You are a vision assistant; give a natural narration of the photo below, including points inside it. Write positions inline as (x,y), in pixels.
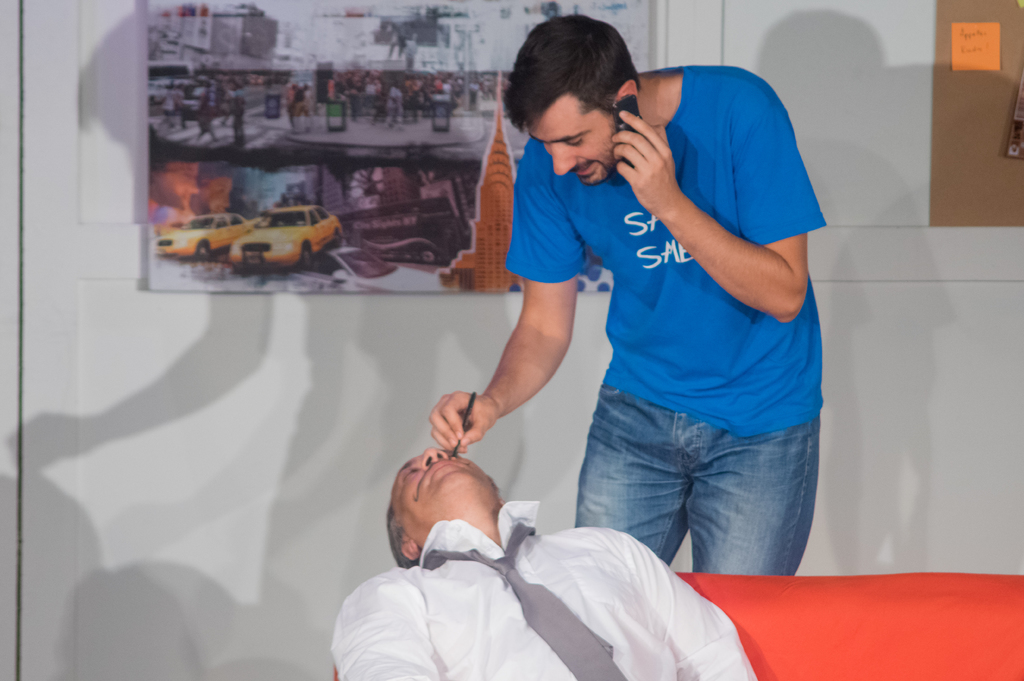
At the bottom of the image (460,544) there is a person (352,635) sitting on a red color couch (844,635) wearing white color shirt (497,594). Behind him there is a person (611,394) standing and talking on phone (632,101). In the background of the image (55,152) there is wall (142,267). There are posters (275,163) on the wall (829,117).
